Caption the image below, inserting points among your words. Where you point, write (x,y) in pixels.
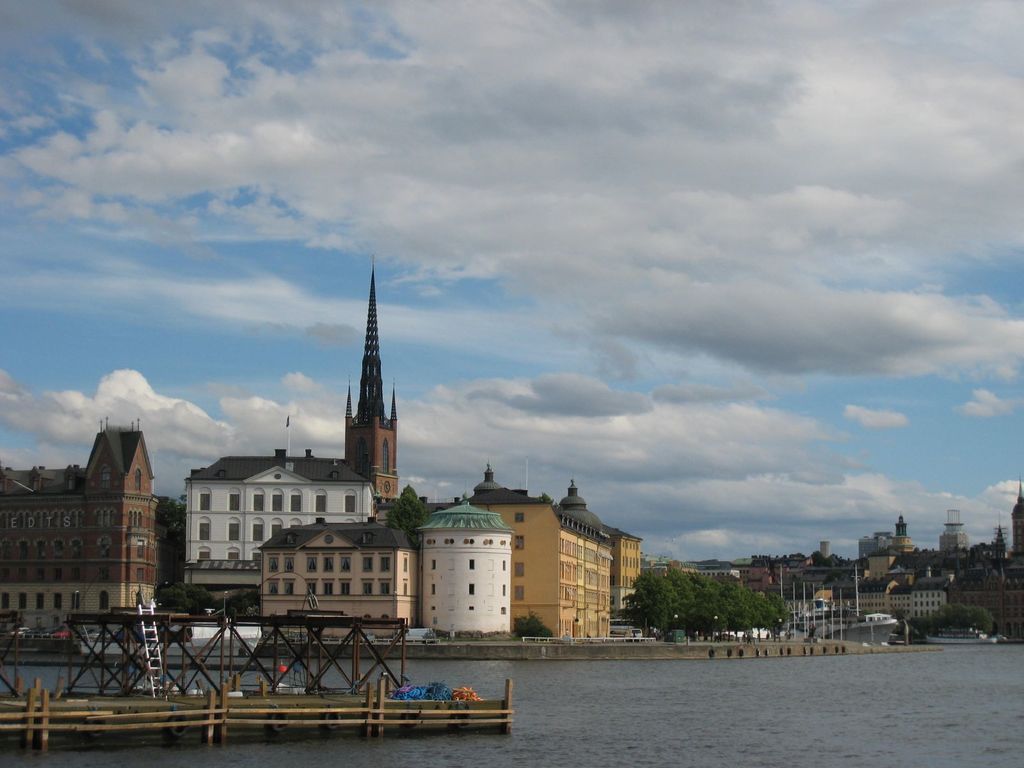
This is an outside view. At the bottom (709,725), I can see the water (684,734). On the left side (156,694) there is a bridge (213,698) and also there is a ladder (158,673). In the background (498,577) there are many buildings (143,555) and trees (679,601) and also I can see the light poles (793,615). At the top of the image (294,249) I can see the sky (261,289) and clouds (488,171).
